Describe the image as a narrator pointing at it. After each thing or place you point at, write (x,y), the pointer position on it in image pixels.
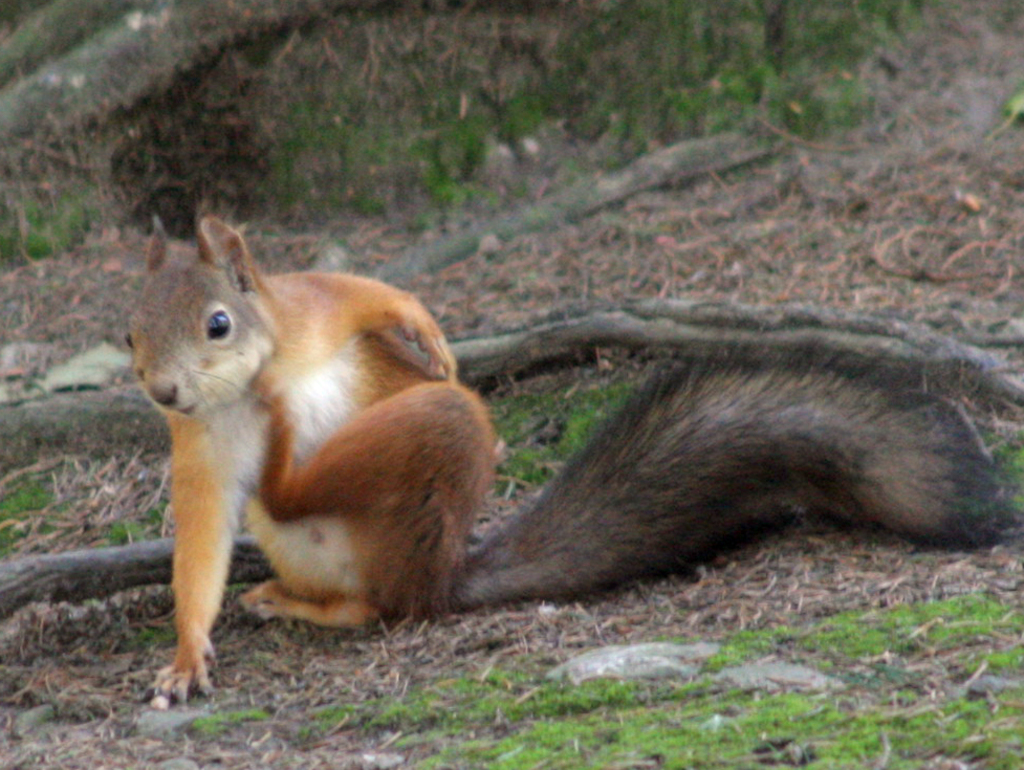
In this image there is a squirrel (450,524) on the grassland (1011,613), behind that squirrel (366,341) there are branches (567,318) of a tree (796,313).
